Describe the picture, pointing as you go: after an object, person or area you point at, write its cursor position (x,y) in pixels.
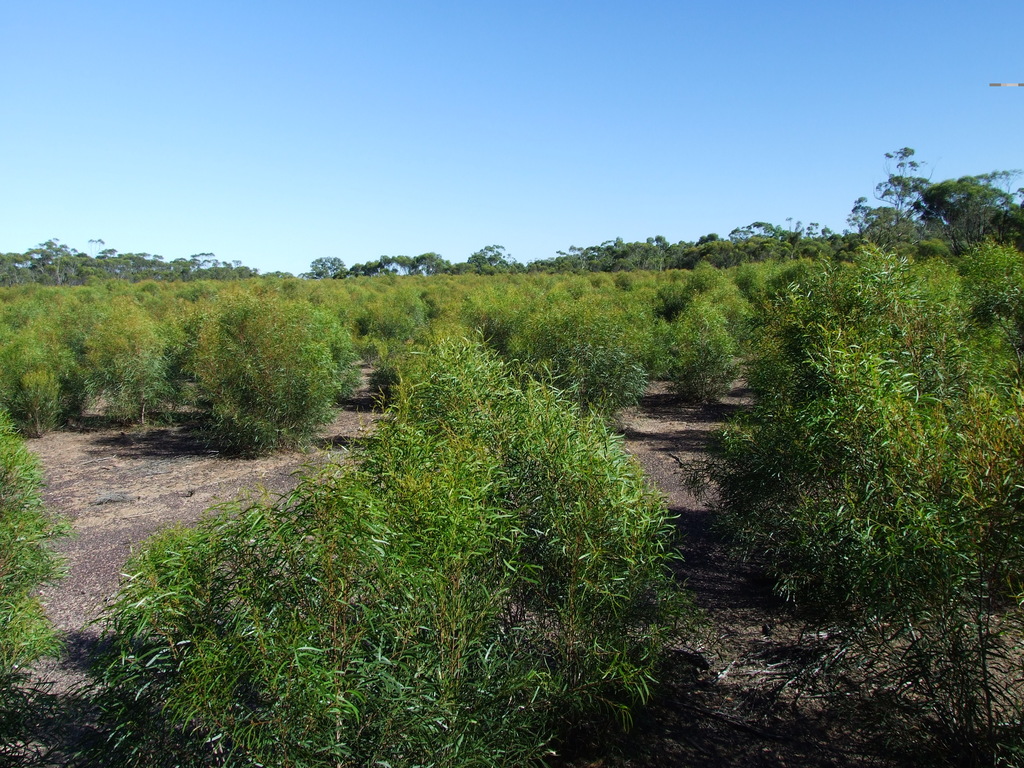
There are plants (1021,338) having green color leaves (45,325) on the ground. In the background (665,226), there are trees (57,249) and there is sky (340,45).
